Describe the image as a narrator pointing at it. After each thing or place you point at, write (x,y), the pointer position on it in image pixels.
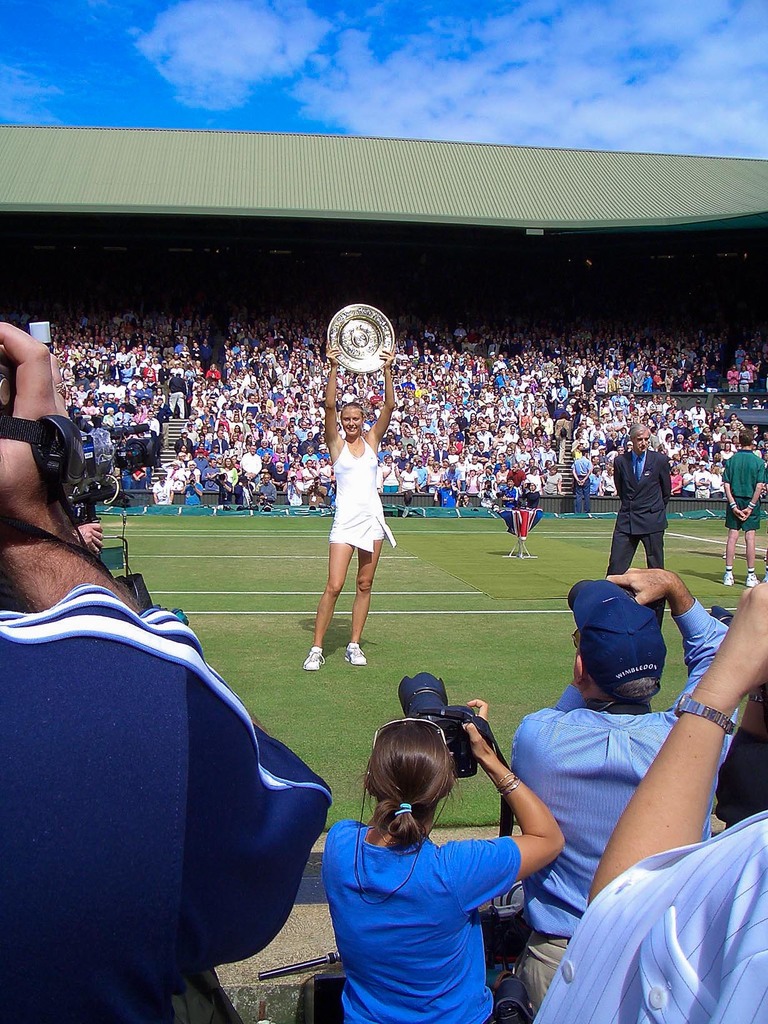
In the foreground of this image (598,942), there are few people (393,959) standing and holding cameras (428,711). In the middle (360,453), there is a woman (347,473) standing and holding a shield (354,360). On the right (744,506), there are two men (639,538) standing on the grass (744,551). In the background (227,416), there are people (193,366) sitting in the stadium (271,296). At the top (306,83), there is the sky (306,74).
